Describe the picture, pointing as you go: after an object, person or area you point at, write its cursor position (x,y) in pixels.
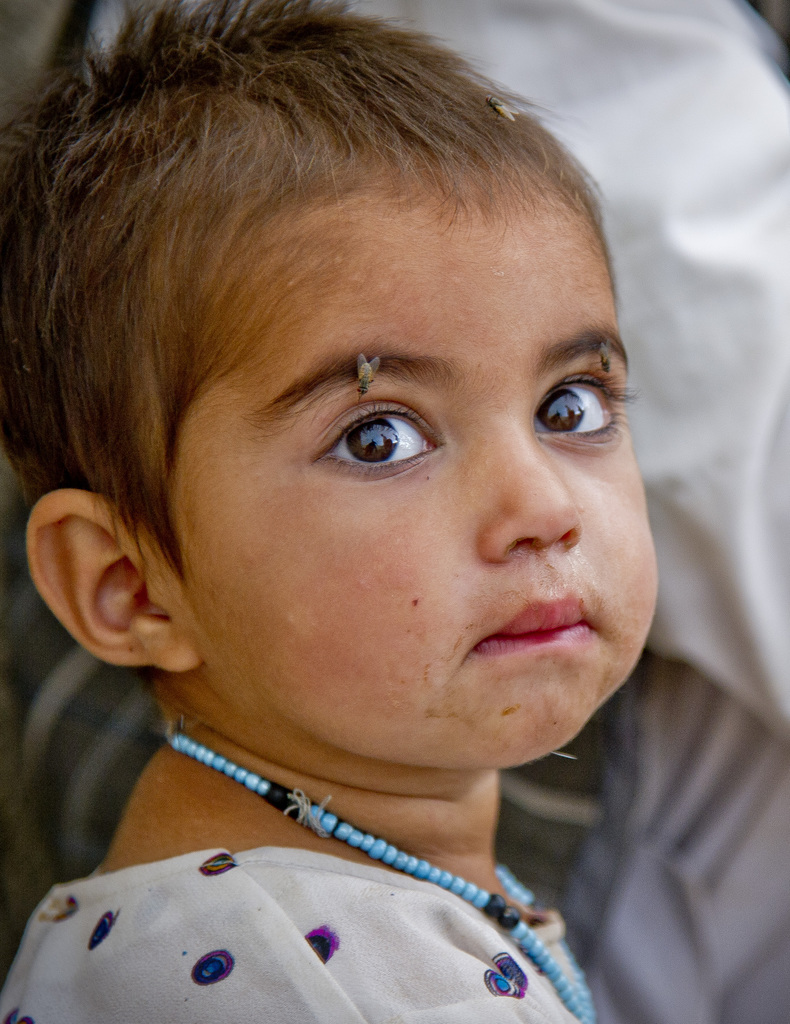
There are two flies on the eyebrow (609,333) and one fly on the head (451,142) of a baby (399,142) who is wearing a beaded necklace (575,997). In the background (642,17), there is white color cloth (723,664).
